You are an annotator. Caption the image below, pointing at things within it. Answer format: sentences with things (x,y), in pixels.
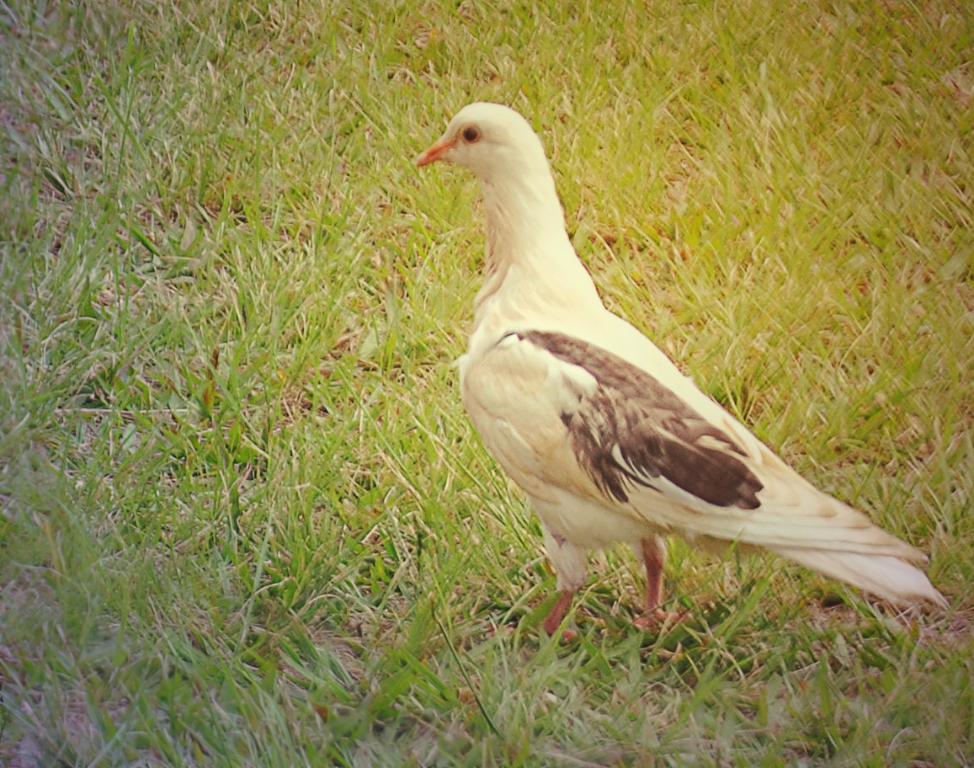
In this picture I can see a bird (545,522) on the grass (447,597).
